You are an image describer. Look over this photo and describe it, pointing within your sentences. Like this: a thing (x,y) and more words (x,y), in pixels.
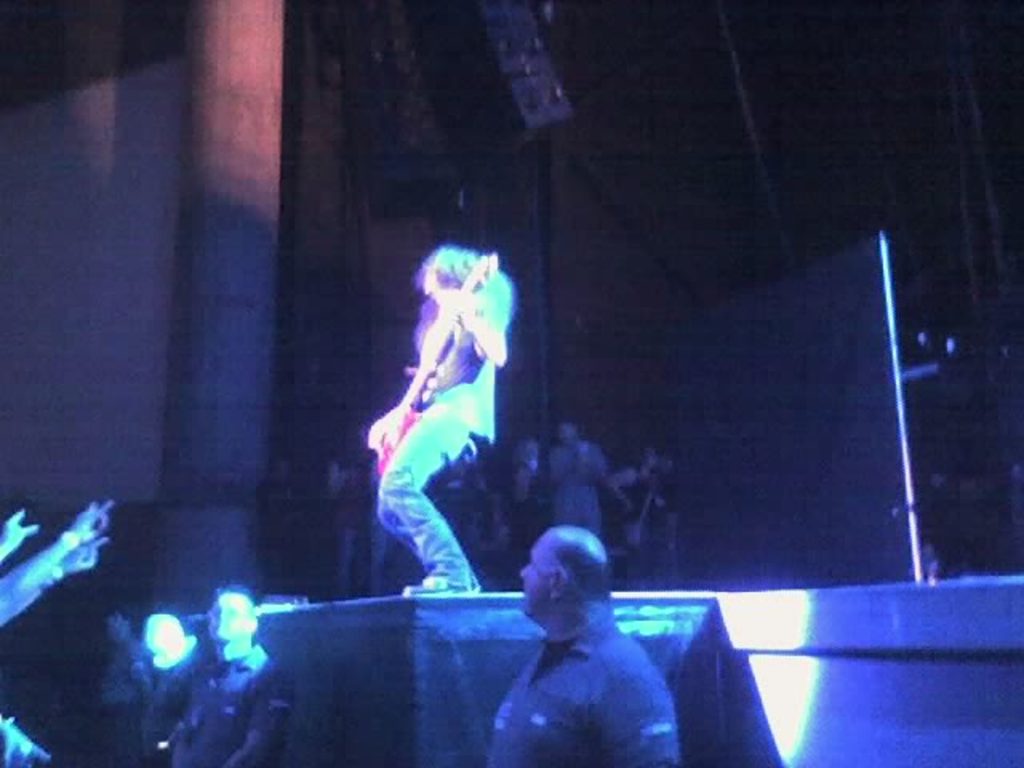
In this image there is one person (437,518) standing and performing on the stage (493,627) and holding a guitar (426,365) in the middle of this image (415,415). There are some persons (585,484) standing in the background (514,484). There are some persons (583,705) standing in the bottom of this image (589,687). There is a wall (414,188) on the top of this image (485,200). There is a screen (806,411) on the right side of this image (810,455).
